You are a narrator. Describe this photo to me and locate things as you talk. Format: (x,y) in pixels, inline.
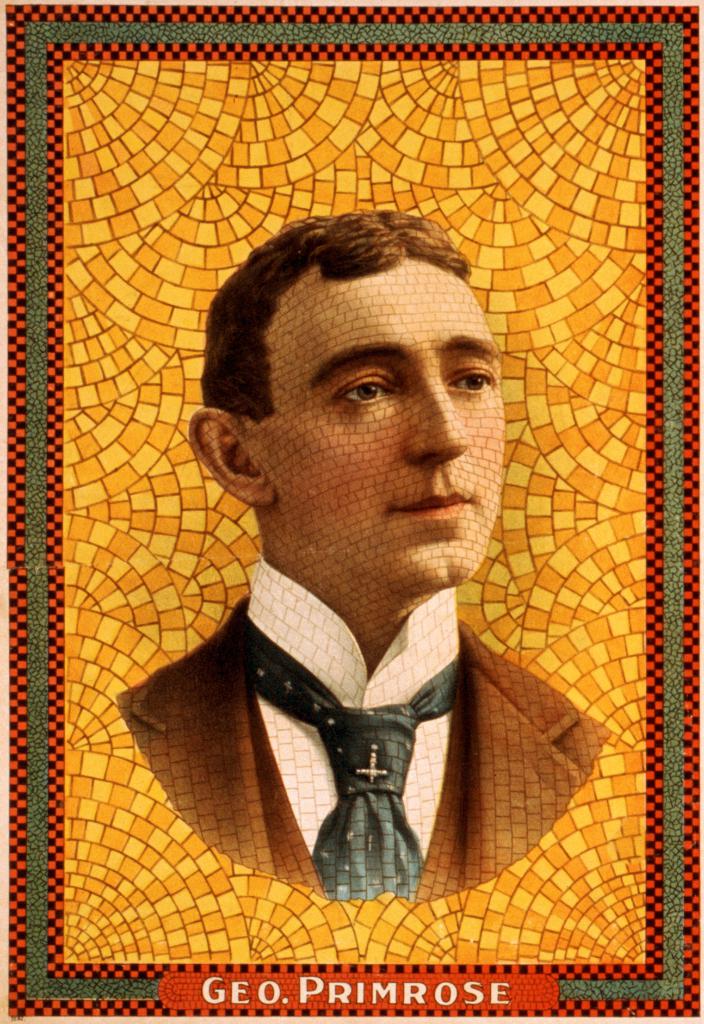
In this image we can see a person's picture (351,510) in a photo frame (159,14).
